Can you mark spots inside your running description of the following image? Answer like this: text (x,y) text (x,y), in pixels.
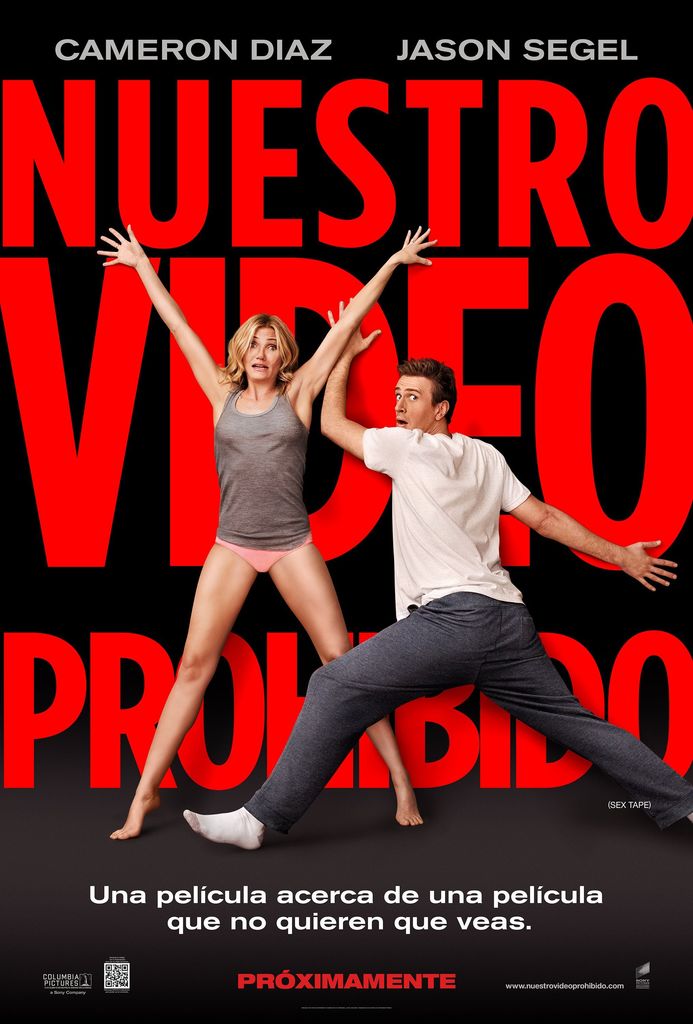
In this picture there is a woman (279,491) who is wearing t-shirt (260,517) and short (272,551). Beside her there is a man (468,599) who is wearing t-shirt (501,560) and trouser (428,638). Both of them are giving a pose for the poster (598,416).
